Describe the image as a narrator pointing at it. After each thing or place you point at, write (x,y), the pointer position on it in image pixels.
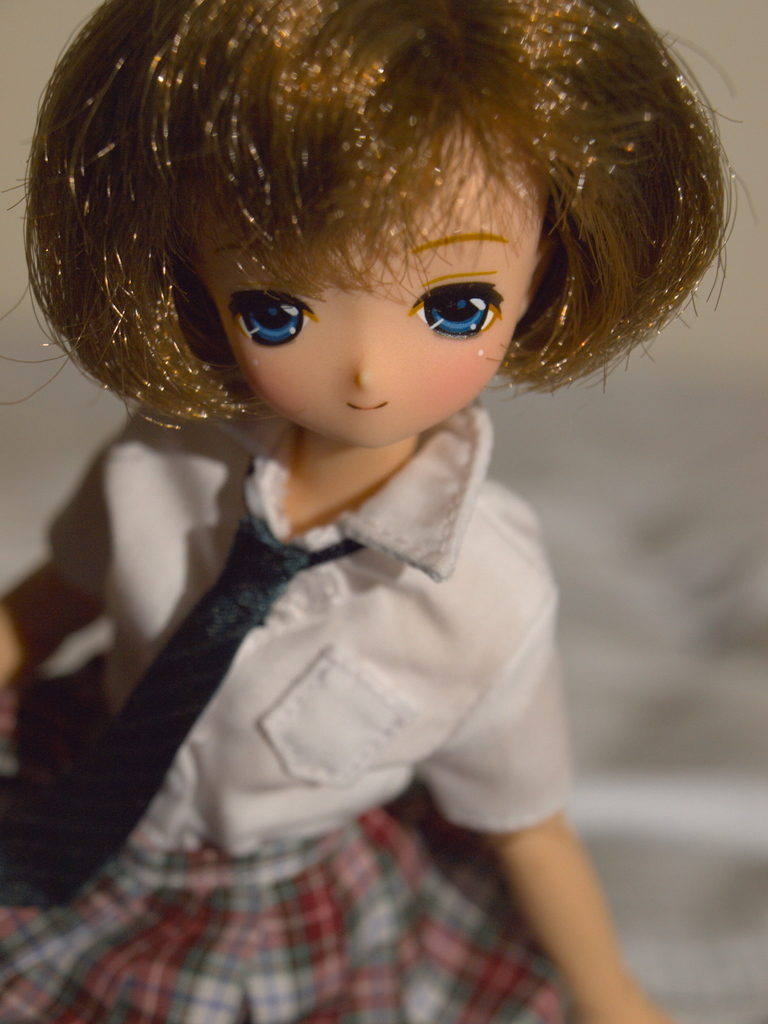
In this image in the foreground (422,483) there is one toy (311,179).
